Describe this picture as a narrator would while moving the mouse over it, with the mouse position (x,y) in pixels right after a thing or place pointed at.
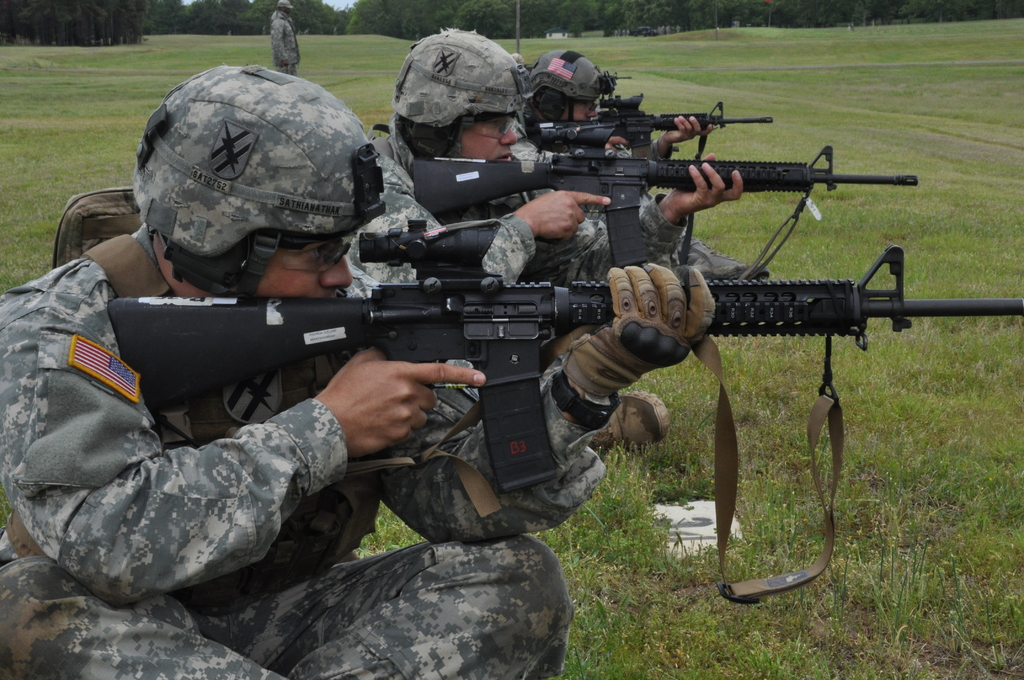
In front of the picture, we see three men (579,469) in the uniforms (520,501) are holding rifles (630,261) in their hands (568,358). They are shooting. Behind them, we see a man (277,43) in the uniform (277,43) is standing. At the bottom of the picture (768,544), we see the grass (694,79). There are trees (383,17) and a pole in the background (765,18).
